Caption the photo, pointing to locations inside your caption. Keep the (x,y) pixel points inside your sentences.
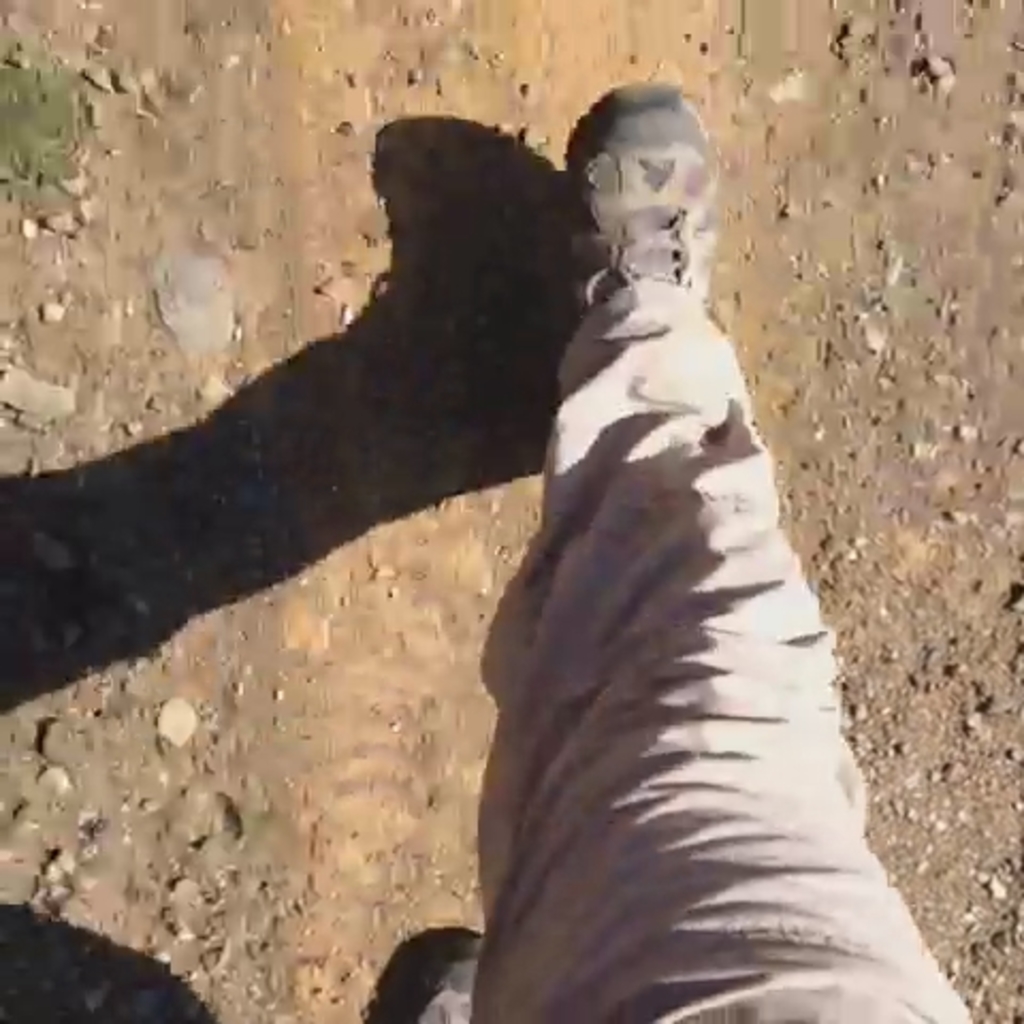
In this image there is a person (546,649) walking.
